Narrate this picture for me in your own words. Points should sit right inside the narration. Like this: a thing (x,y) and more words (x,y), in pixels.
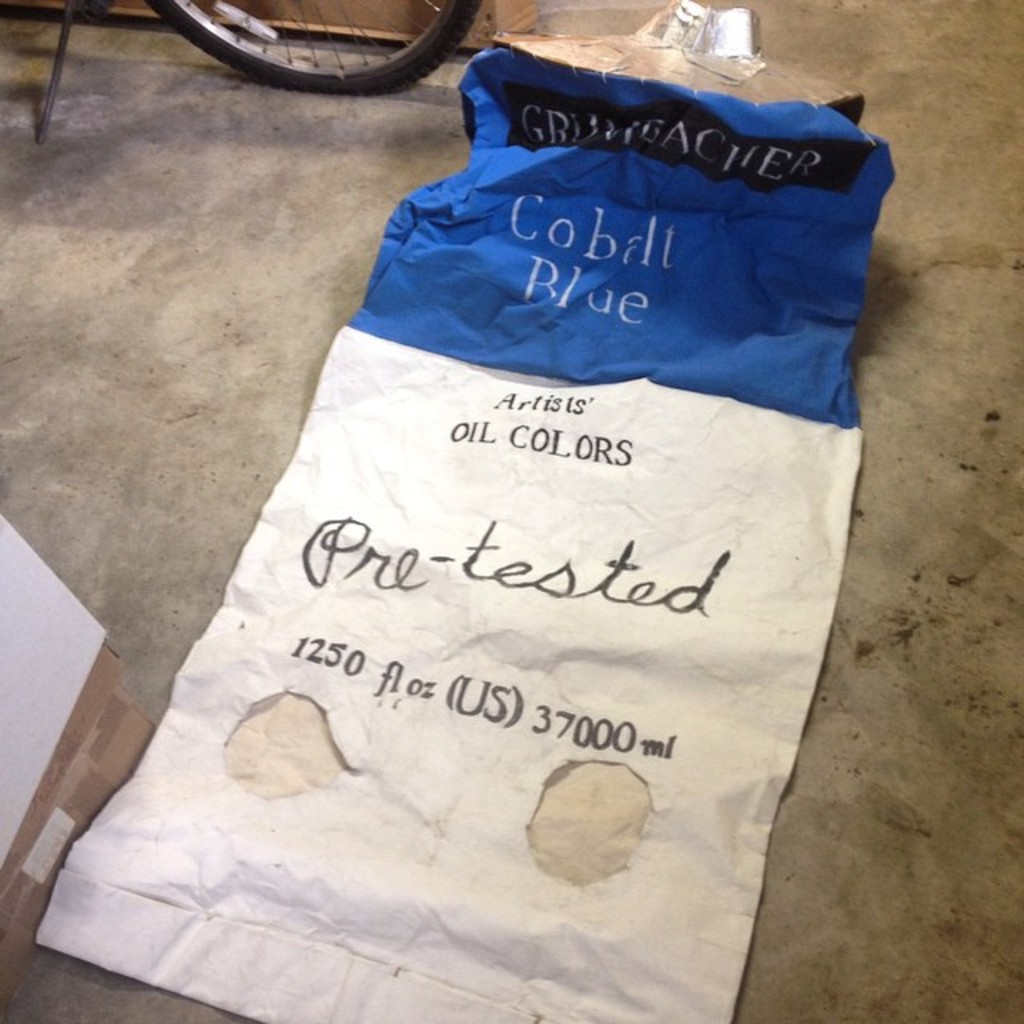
In this image there is ground (211,362) towards the bottom of the image (898,948), there is a cloth (324,485) on the ground (287,389), there is text (623,568) on the cloth (515,572), there is a number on the cloth (541,496), there is an object (51,643) towards the left of the image (62,715), there is a tire (398,60) towards the top of the image (293,24), there are objects (317,32) towards the top of the image (515,20).
